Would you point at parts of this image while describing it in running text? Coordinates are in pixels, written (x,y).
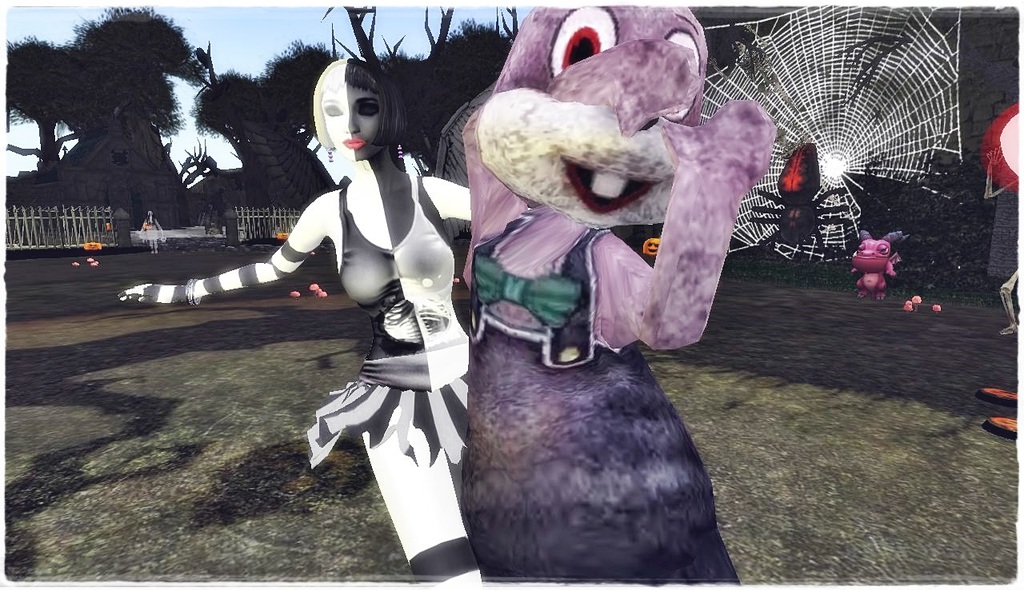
It is a graphical image, in the image we can see a person (433,250) and animated images (573,92), trees (418,106) and fencing (14,214).
